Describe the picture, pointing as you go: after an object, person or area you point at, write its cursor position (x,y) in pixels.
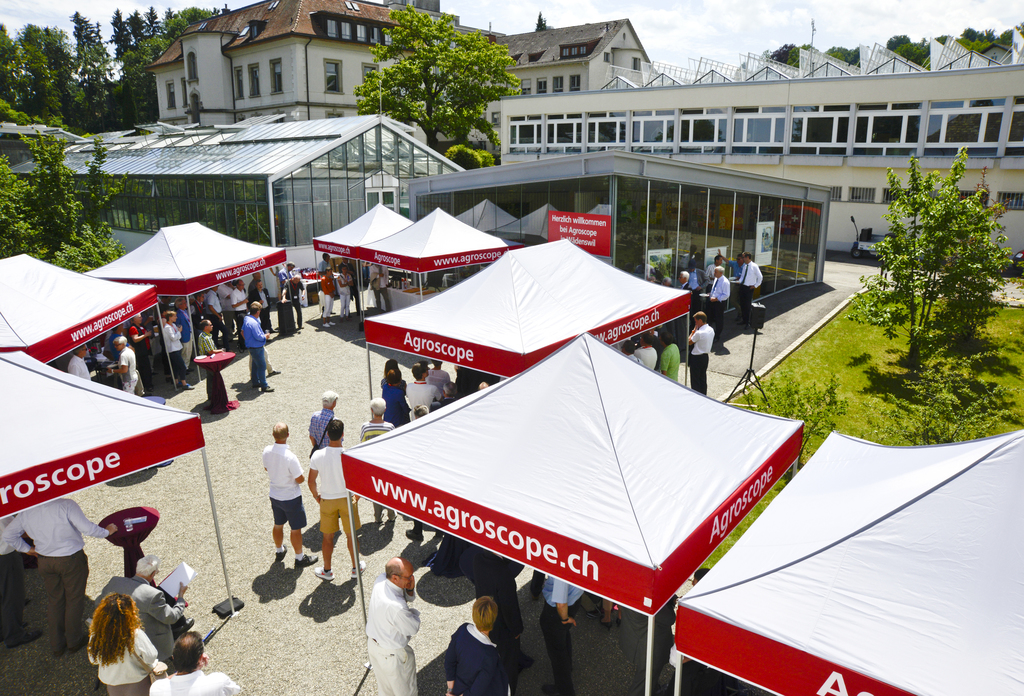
In this image we can see some tents (622,563) and there are some people (649,349) standing and there are few tables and on the tables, we can see some objects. In the background (857,182), we can see some buildings (180,130) and there are some trees (960,380) and plants (942,388) and at the top (502,26) we can see the sky (747,31).
